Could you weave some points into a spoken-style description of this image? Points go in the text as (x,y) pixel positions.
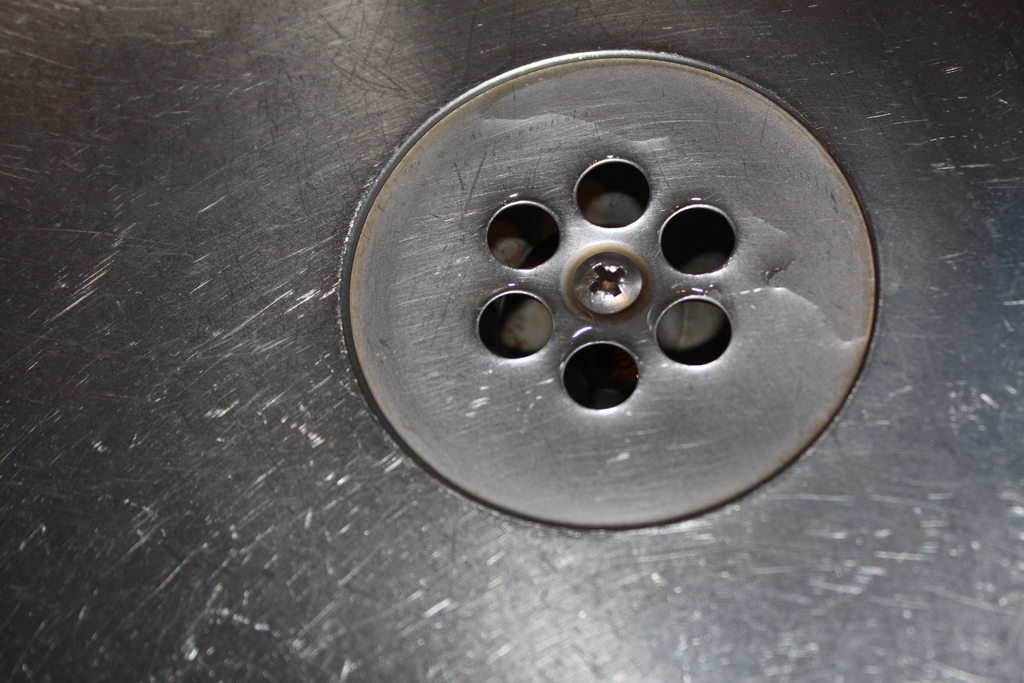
In this image we can see drain holes (591,378) of a sink (260,290).
